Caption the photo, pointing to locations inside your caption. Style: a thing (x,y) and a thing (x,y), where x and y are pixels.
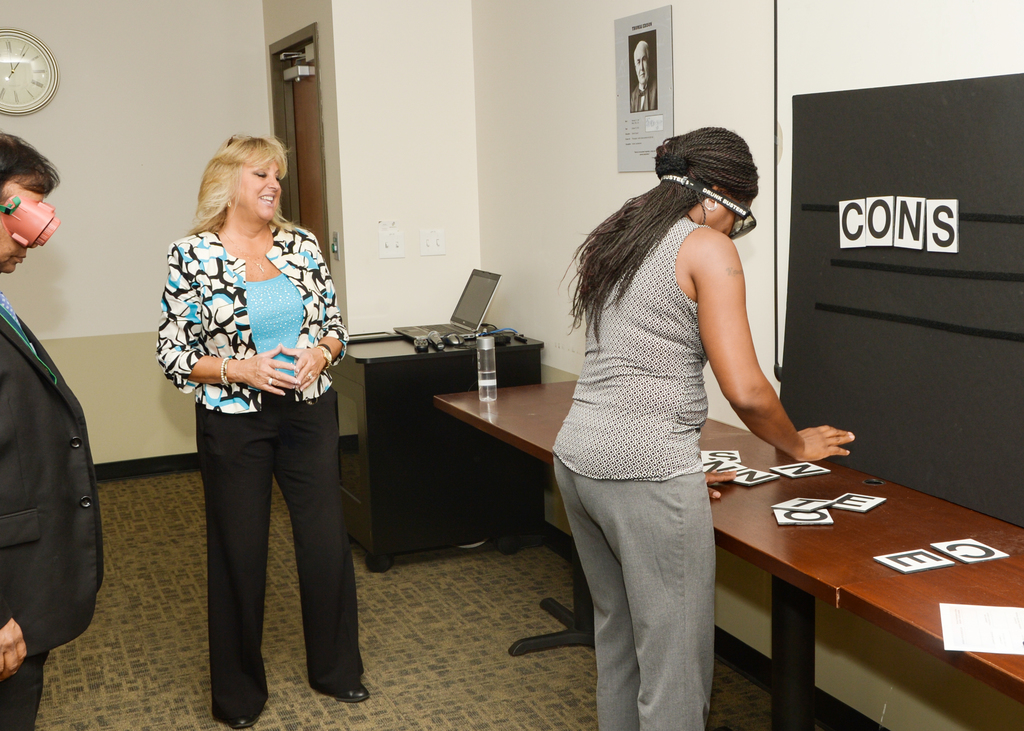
In this image I can see three people (42,681) are standing, here on this table (551,427) I can see few papers (848,502) and on these walls (356,95) I can see a clock (22,88) and a frame (629,114). I can also see a laptop (482,327) and a water bottle (486,366).
